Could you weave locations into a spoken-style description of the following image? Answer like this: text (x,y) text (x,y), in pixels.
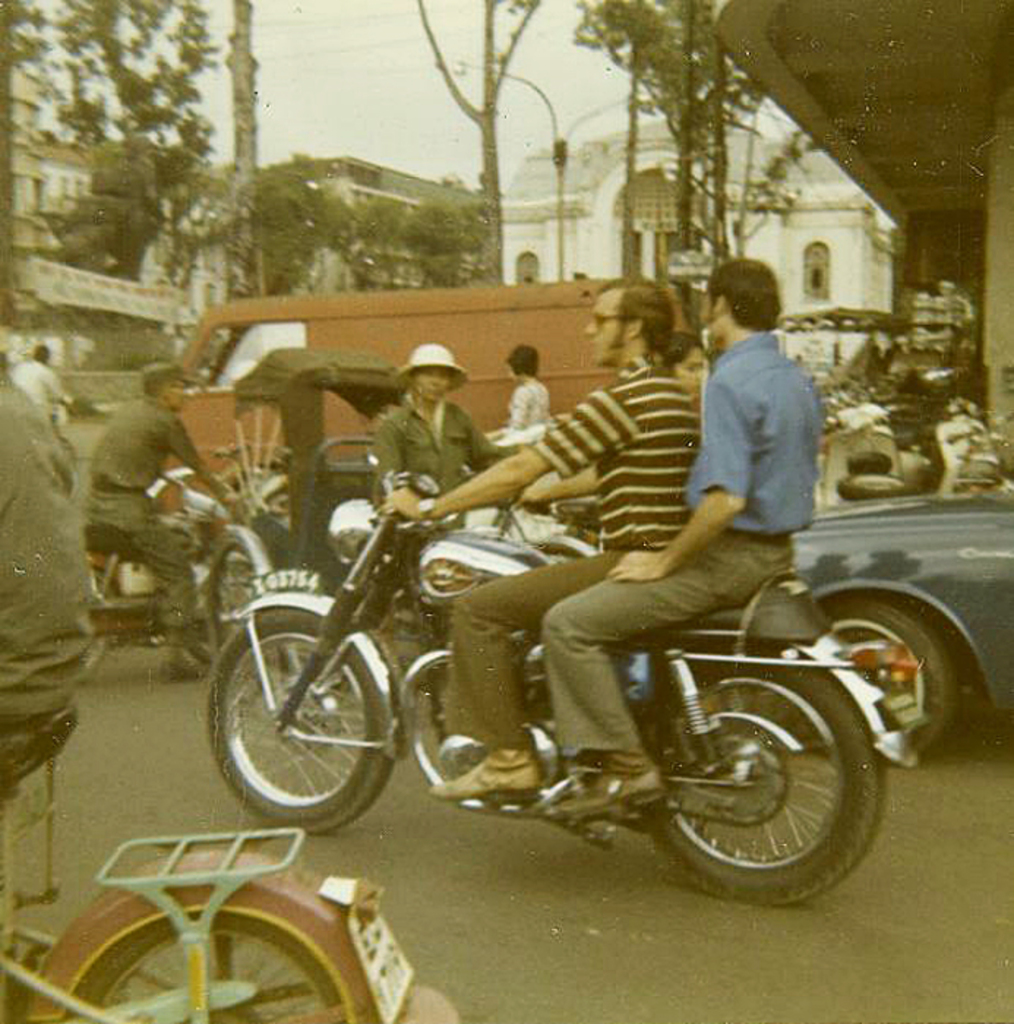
Few persons (46,459) are sitting on the vehicles (427,538) and riding, few persons (423,362) are standing. We can see vehicles (226,382) on the road (549,834). On the background (438,167) we can see buildings (805,215), trees (171,171), sky (357,87). This person (407,428) wear helmet (414,371).
